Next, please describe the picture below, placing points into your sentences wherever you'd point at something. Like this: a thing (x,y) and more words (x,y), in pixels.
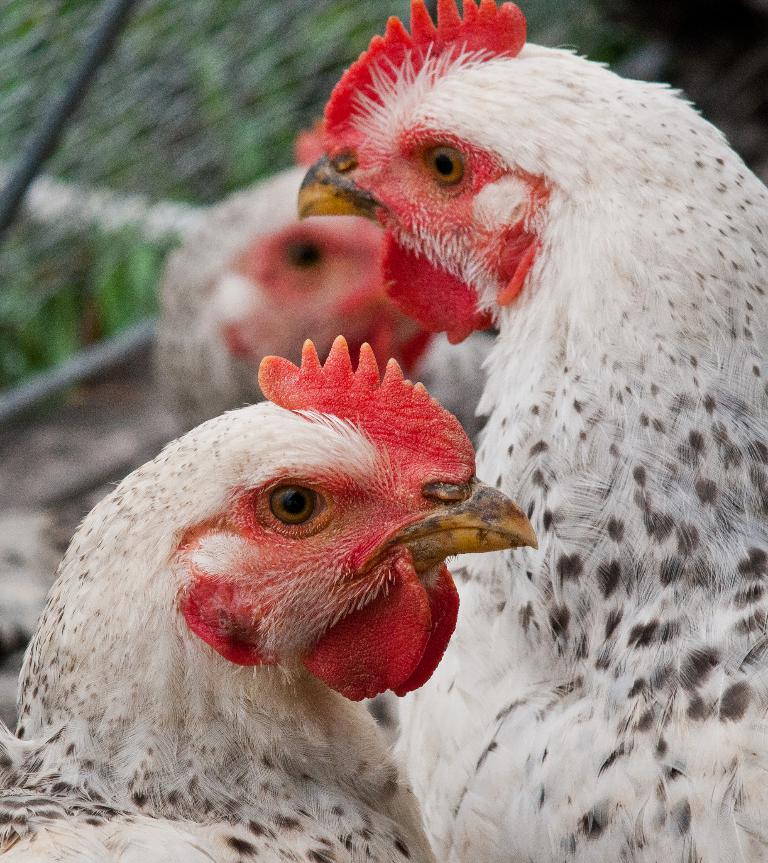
In the image there are three hens (276,486) there are of white color and the background of the hens (174,289) is blurry.
